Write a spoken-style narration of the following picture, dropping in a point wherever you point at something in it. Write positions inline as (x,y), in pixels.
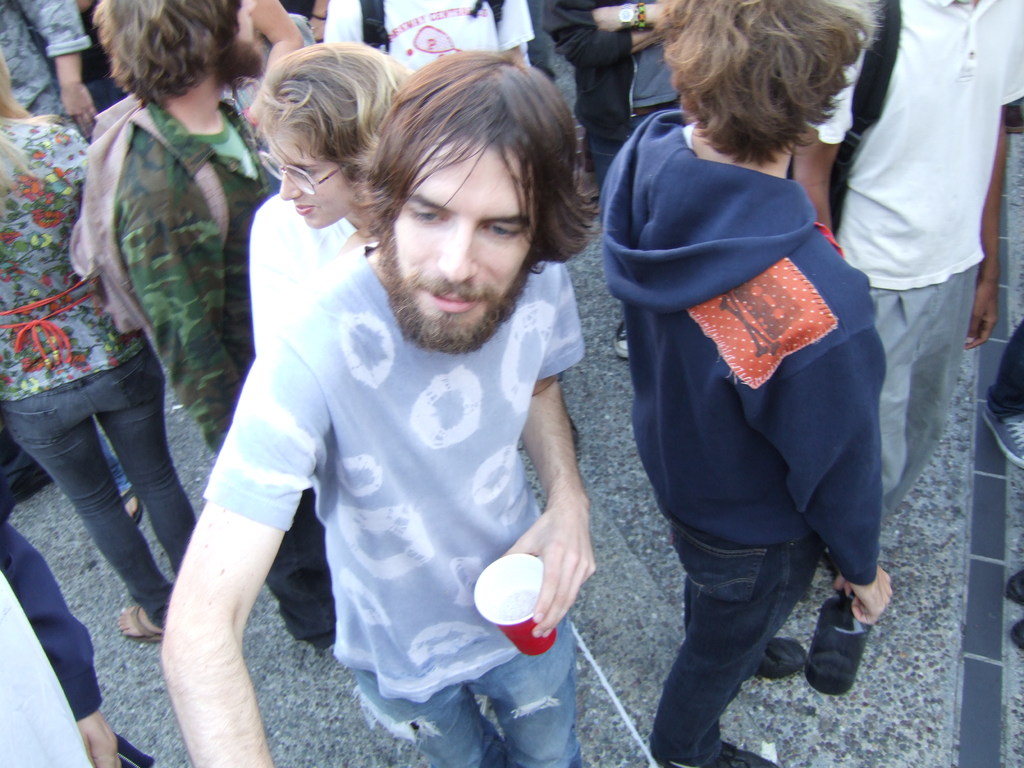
In this image we can see a few people (412,150) standing on the ground (651,645) in which one of them is holding a cup (498,613).
